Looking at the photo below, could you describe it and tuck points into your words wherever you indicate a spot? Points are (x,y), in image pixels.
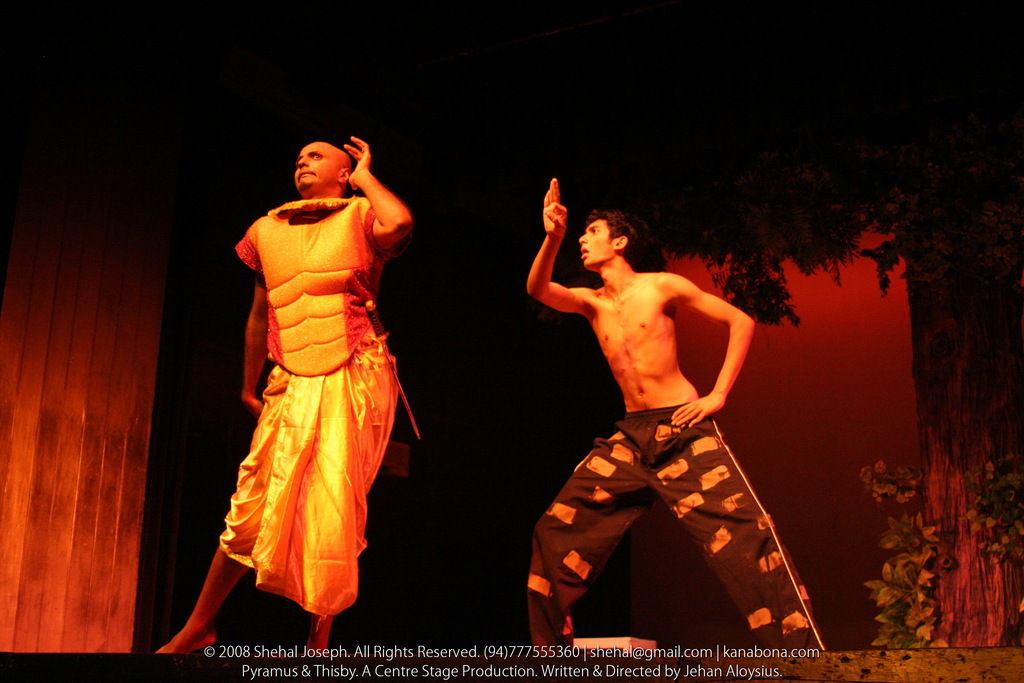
In the picture I can see two persons (218,583) and looks like they are dancing on the stage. I can see a man (321,529) on the left side (273,265) is wearing a costume (329,301) and I can see the sword (401,384) in his back pocket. There is another man (699,308) on the right side (694,291) and he is dancing without a shirt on his body (682,278). I can see a tree (785,256) on the right side (838,256). I can see the wooden wall (117,343) on the left side of the picture (139,302).
